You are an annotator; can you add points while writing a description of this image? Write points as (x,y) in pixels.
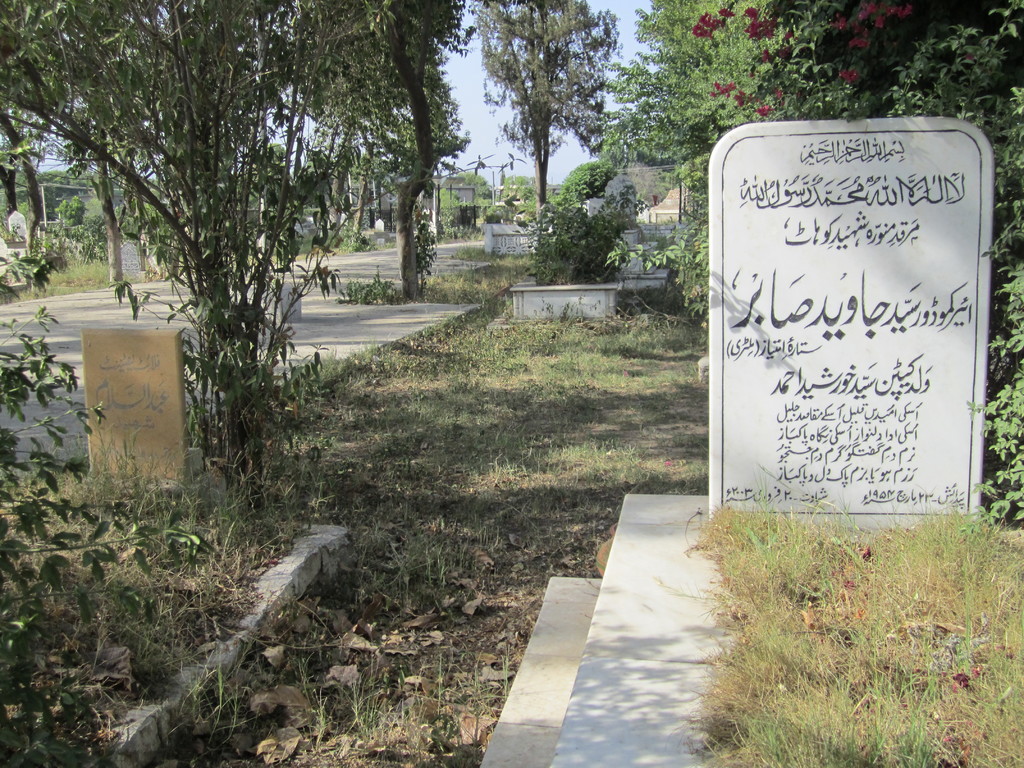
In this image we can see some gravestones (613,587), there are some trees (382,98), plants (580,239), grass (490,574) and leaves (348,669) on the ground (300,649), also we can see the sky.
